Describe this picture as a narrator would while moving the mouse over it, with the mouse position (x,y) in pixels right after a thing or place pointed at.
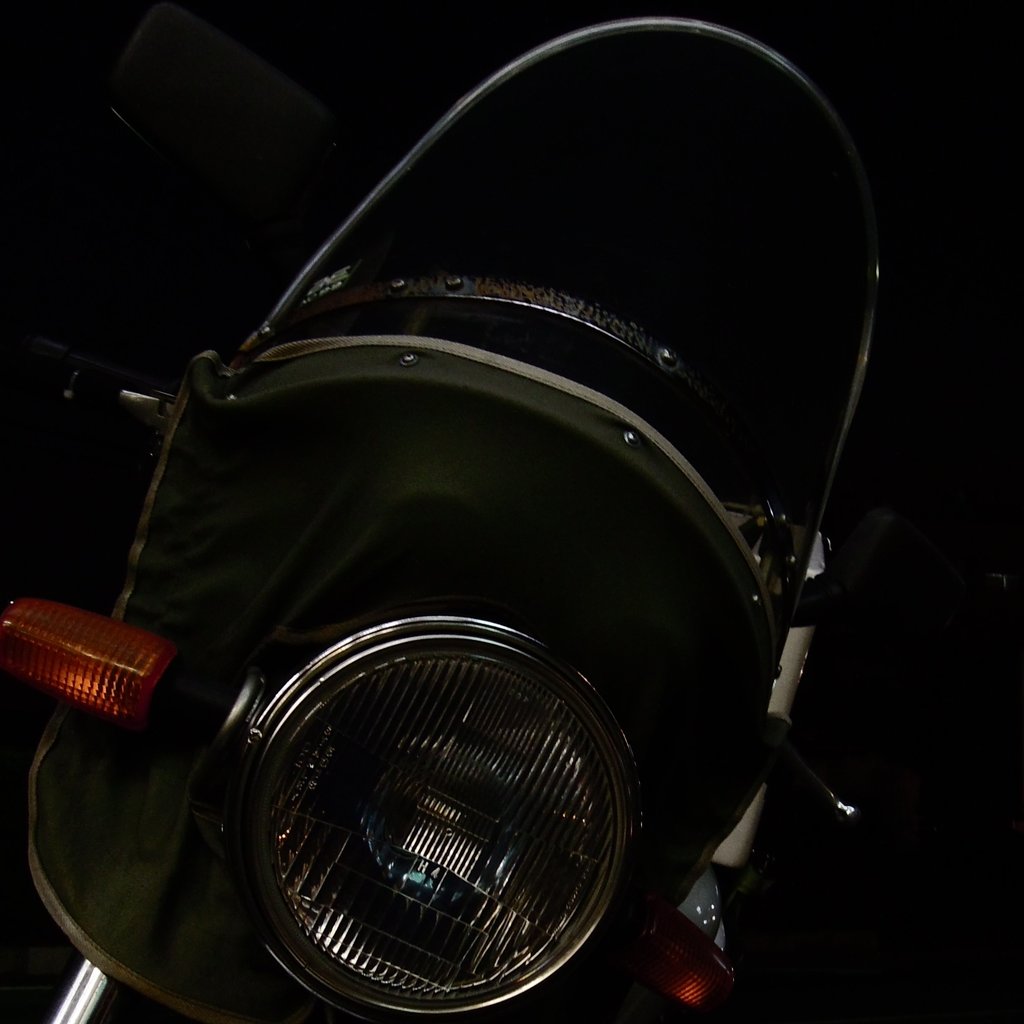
In this image It looks like a motorcycle (487,594). And at the back (645,161) there is a dark background (443,76).
